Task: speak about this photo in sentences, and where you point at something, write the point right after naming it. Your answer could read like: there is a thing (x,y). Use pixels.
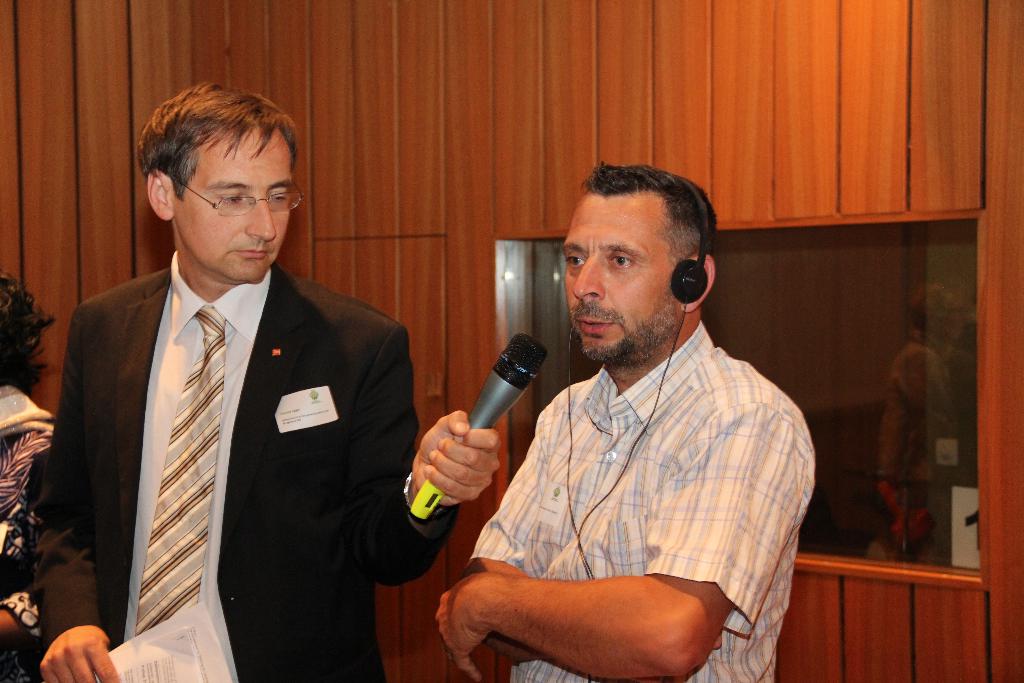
In the image we can see two men (413,516) standing and wearing clothes (528,532). This man (362,561) is holding a microphone (474,413) in his one hand (458,436) and on the other hand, there are papers (161,635), and he is wearing spectacles (235,207). These are the headsets (690,275) and a glass window (874,315). This is a wooden wall (457,134) and there is another person (20,435) standing beside this man (72,476).
